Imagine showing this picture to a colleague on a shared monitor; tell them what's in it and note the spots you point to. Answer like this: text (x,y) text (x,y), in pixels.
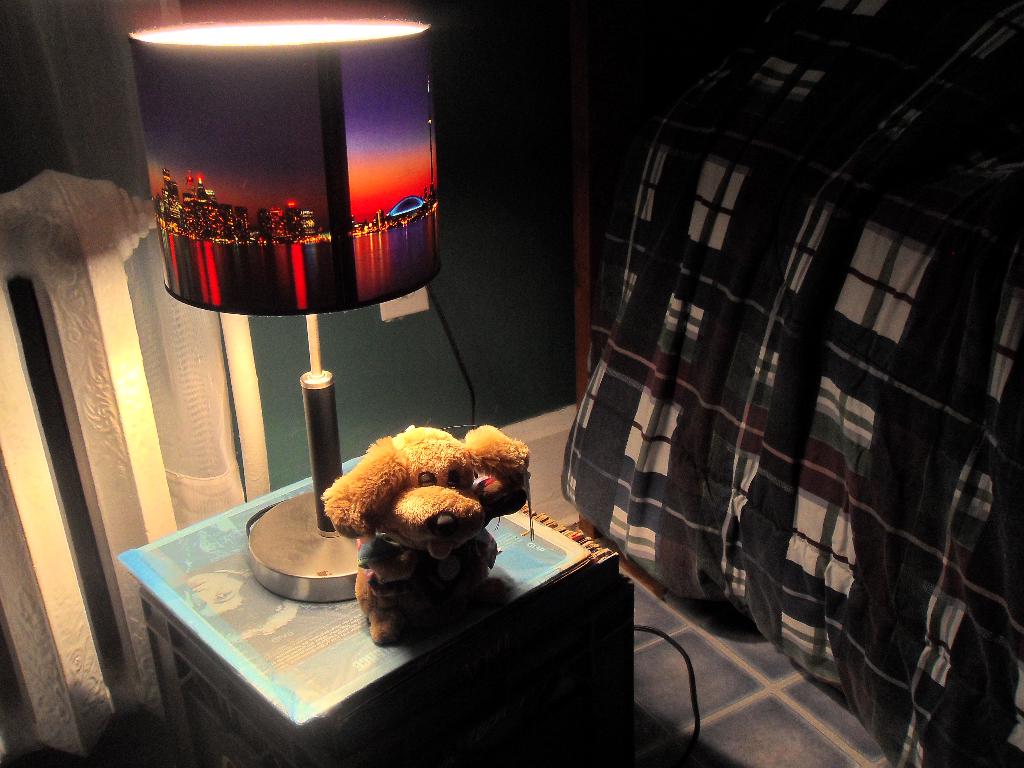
In the foreground of this image (438,593), there is toy (394,504) and a lamp (321,549) on the table (330,662). On the right (897,359), it seems like a bed (858,409). In the background (565,151), there is a wall (525,175).
